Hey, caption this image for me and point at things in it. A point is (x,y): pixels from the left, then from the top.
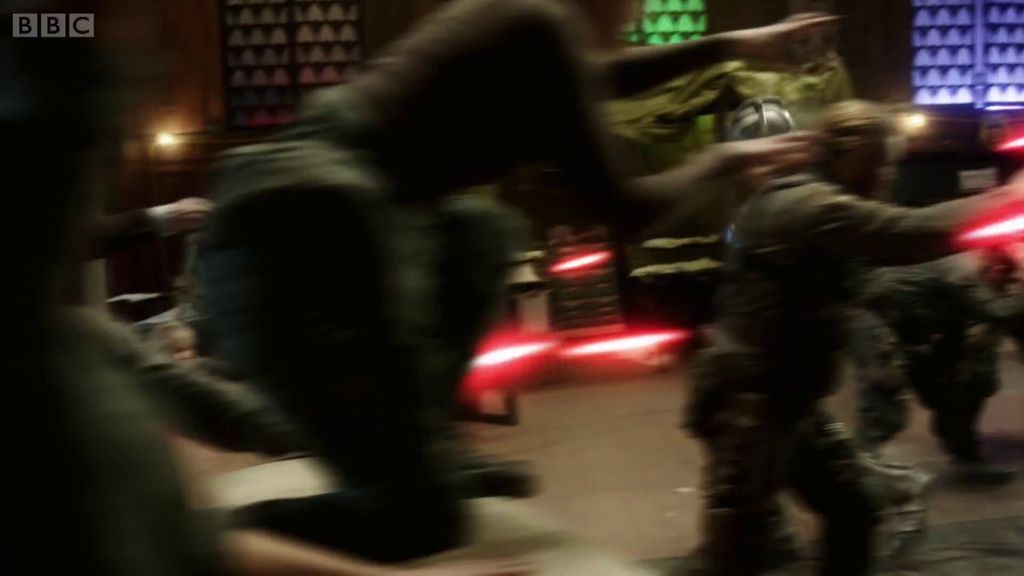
In this image, we can see people (457,204) and lights (528,352). There is a text (66,35) in the top left of the image (50,19). In the background (157,53), we can see a wall (202,42). There are windows (282,63) at the top of the image (274,48).
